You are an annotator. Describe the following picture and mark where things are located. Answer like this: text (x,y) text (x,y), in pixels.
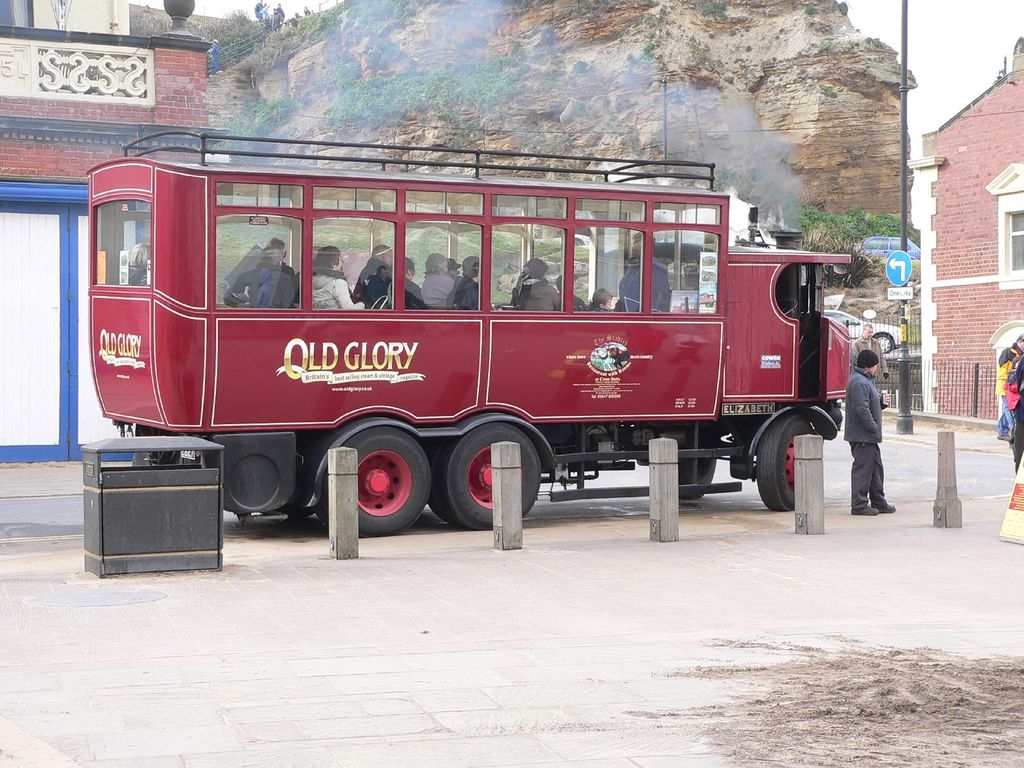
In the center of the image (542,454) there is a bus (610,379) and we can see people (390,284) sitting in the bus (513,337). On the right (860,502) there is a man (878,485) standing. In the background (374,79) there are buildings (930,386), pole (904,376), fence (933,398), people (1006,430), hill (870,184) and sky (969,59).
